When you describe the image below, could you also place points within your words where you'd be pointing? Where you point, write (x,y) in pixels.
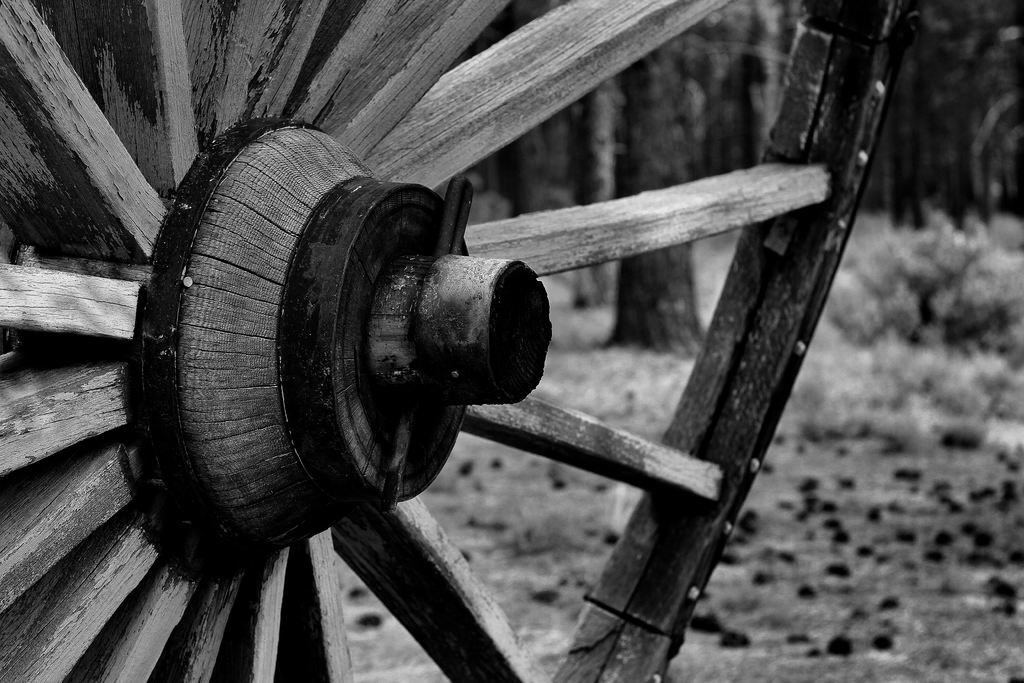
In this image we can see the wheel (377,269) on the ground (708,304) and there are tree trunks (742,110) in the background (639,285).
